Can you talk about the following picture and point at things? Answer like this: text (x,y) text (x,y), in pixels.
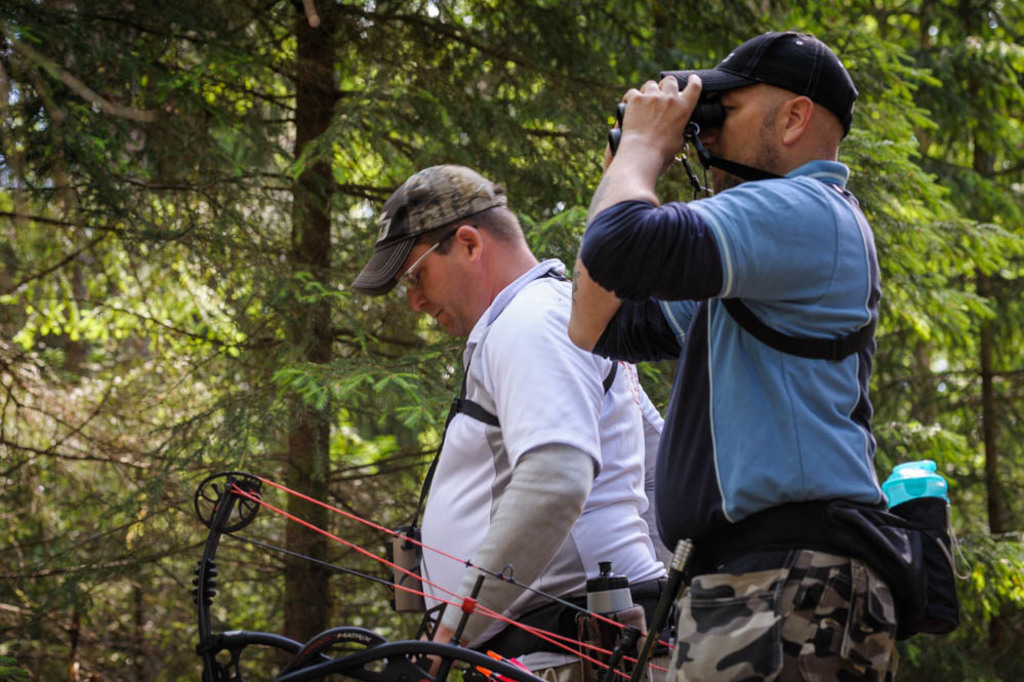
In this picture we can see there are two people (502,342) standing and a person (671,303) is holding a binoculars (615,138). In front of the people (559,542) there is an object (360,673) and behind the people (584,379) there are trees (880,150).
